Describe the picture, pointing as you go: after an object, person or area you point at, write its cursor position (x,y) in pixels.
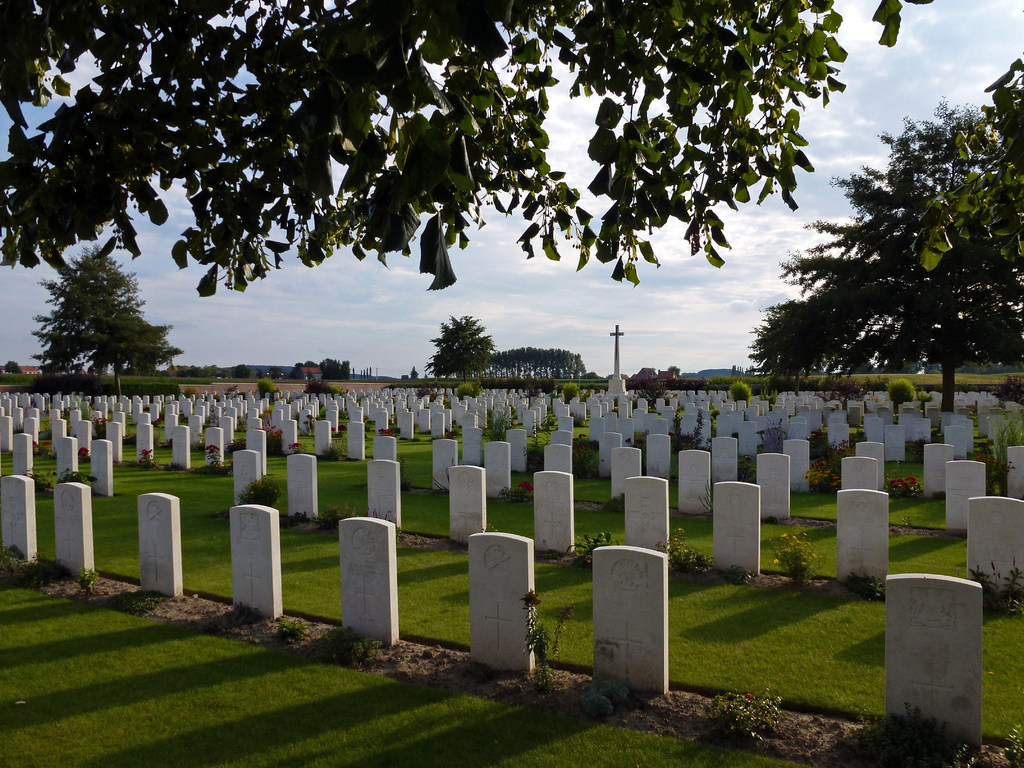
In this image in the front (388,712) there's grass (430,718) on the ground (364,707). In the center (629,471) there are stones (750,515) and on the top (422,75) in the front (425,75) there are leaves (409,146). In the background (397,317) there are trees (952,305) and the sky (705,292) is cloudy.
